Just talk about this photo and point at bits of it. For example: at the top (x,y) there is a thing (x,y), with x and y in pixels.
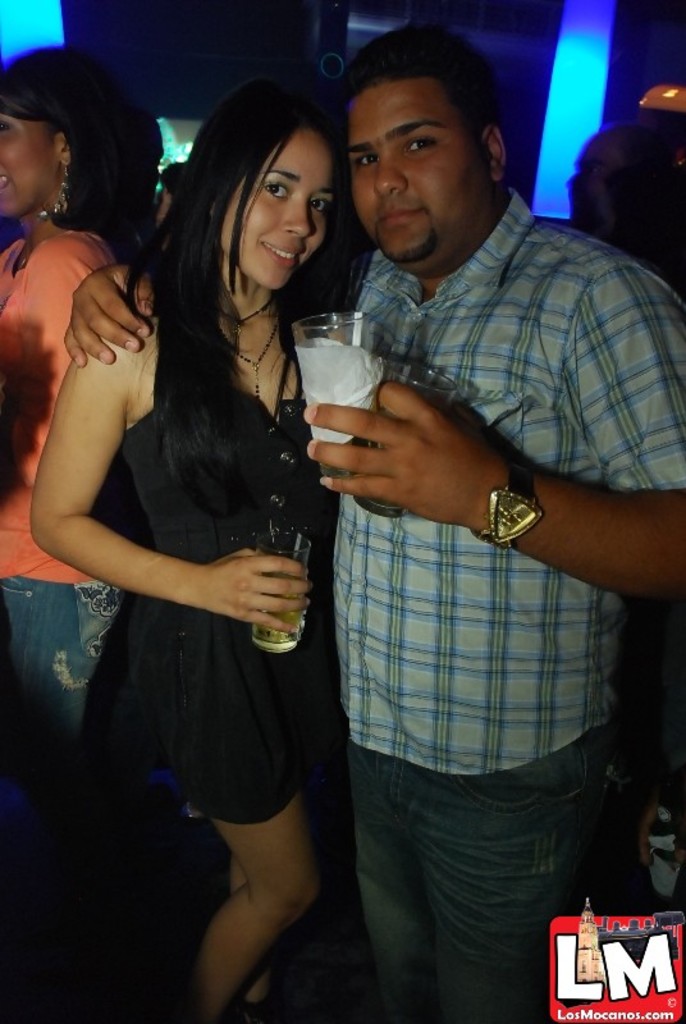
In this picture I can observe a couple (252,527). Both of them are holding glasses (315,337) in their hands (367,456). Woman (248,360) is smiling. In the background (32,479) there are some people (103,204) standing. On the bottom right side (601,941) I can observe a watermark (587,1016) in this picture.
